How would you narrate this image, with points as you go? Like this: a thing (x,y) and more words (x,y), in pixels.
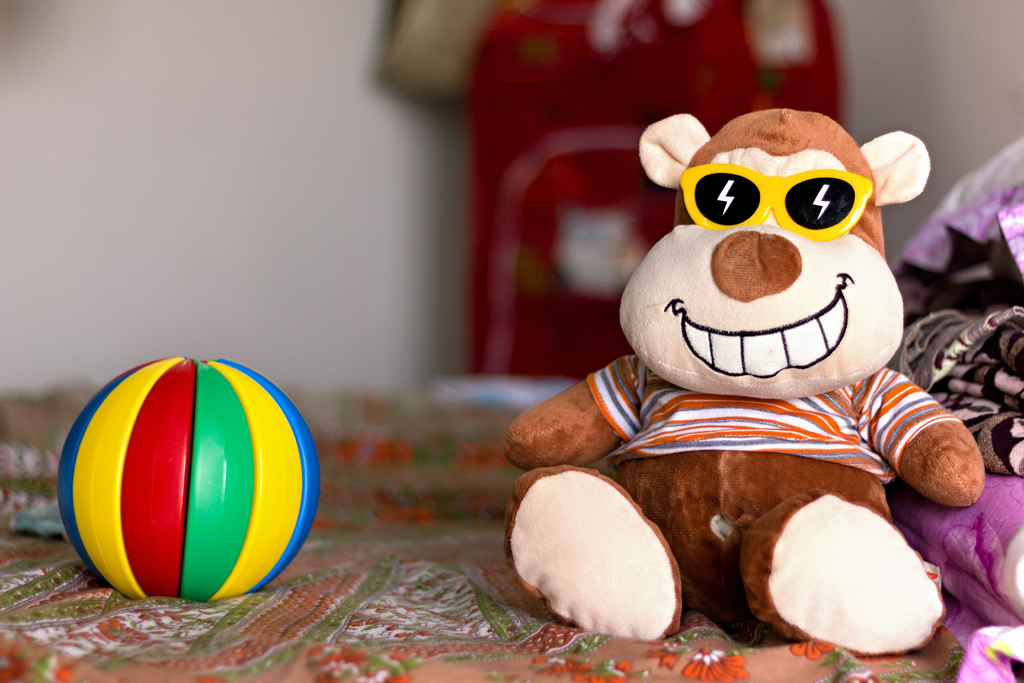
In this picture we can see a teddy bear (533,513) and a ball (224,426), here we can see clothes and in the background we can see a wall (1019,99), some objects (644,207) and it is blurry.
